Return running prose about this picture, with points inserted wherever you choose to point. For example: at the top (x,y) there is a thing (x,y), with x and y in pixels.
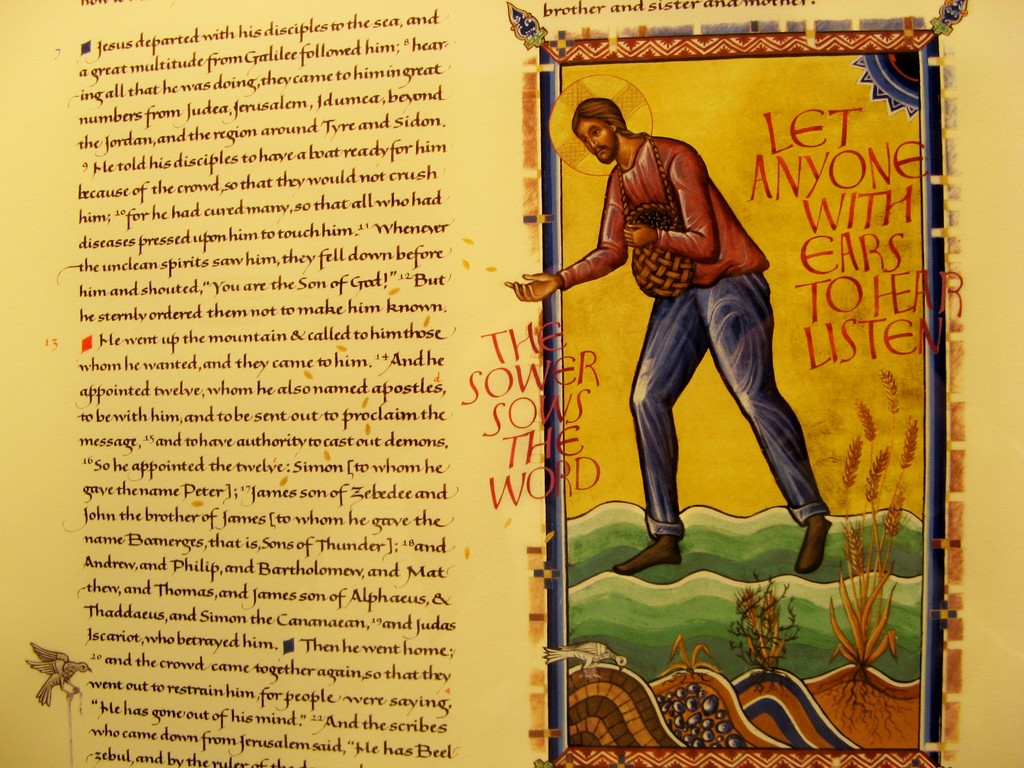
In this image I can see a person (684,162), bird (574,655), grass (898,511) and something is written on it. It is colorful.
